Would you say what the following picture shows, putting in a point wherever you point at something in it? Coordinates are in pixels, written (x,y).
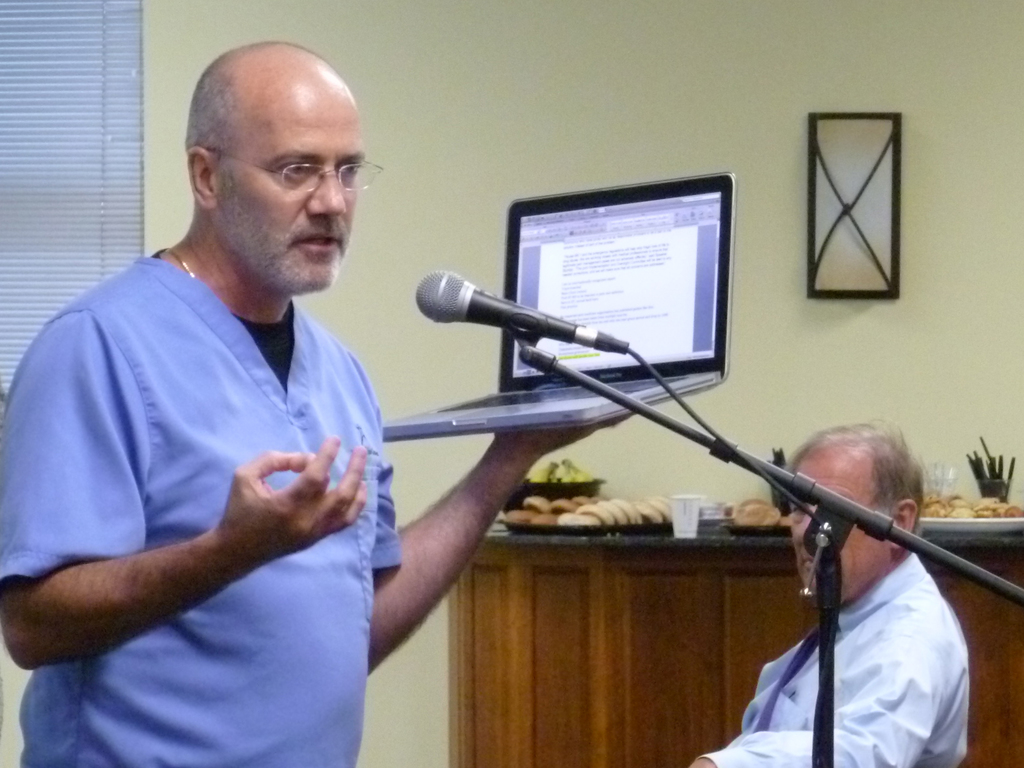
In this picture we can see a man (359,453) is standing and speaking something, he is holding a laptop (451,412), there is a microphone (587,344) in front of him, there is a man (888,625) sitting on the right side (884,639), in the background (978,549) there are plates (617,531), a glass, a bowl (581,488), a wall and a cupboard (699,604), we can see some food (955,511) in those plates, there is a frame (842,289) on the right side (832,254), we can see a window blind (32,117) on the left side (23,171).
